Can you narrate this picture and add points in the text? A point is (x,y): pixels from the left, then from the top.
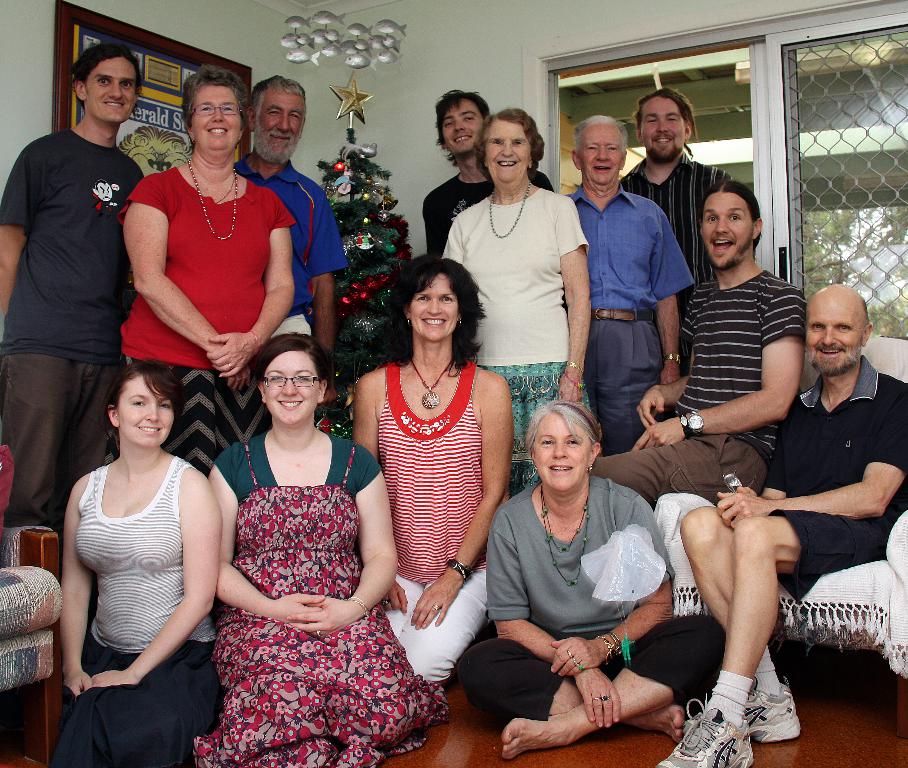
In this image I can see few people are standing and few people (498,388) are sitting. I can see the christmas tree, windows (852,207) and the frame (60,86) is attached to the wall (41,87).
